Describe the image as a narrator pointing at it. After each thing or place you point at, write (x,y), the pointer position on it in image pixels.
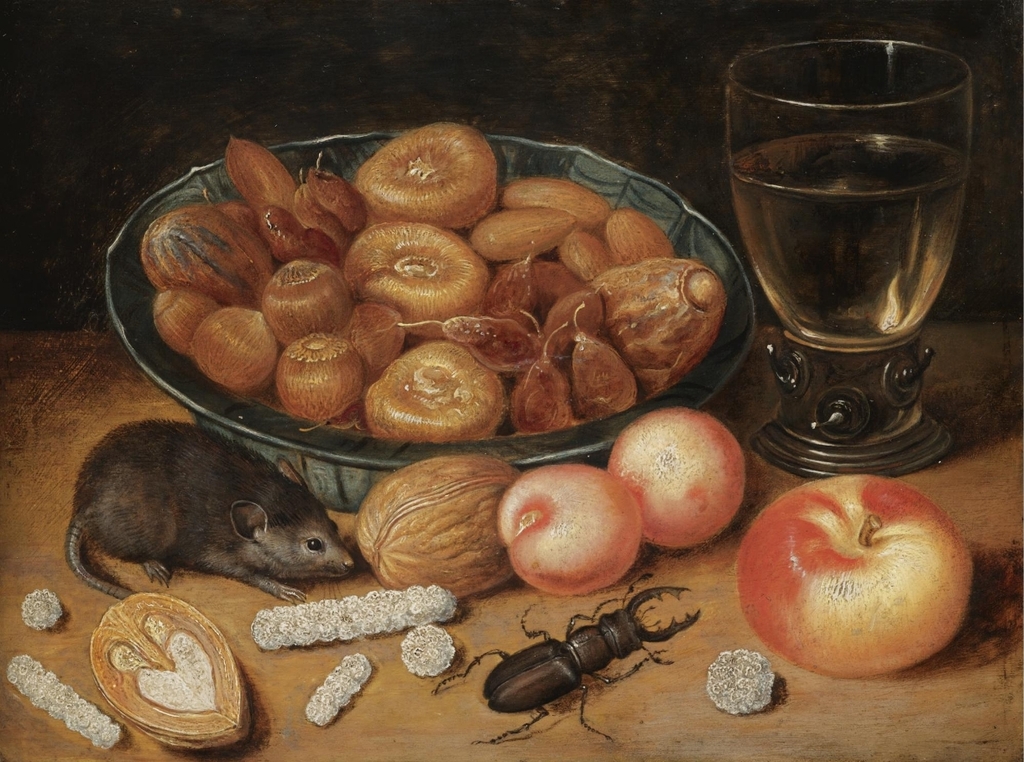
In the center of the image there is a platform (672,617). On the platform (672,617), we can see a bowl (656,403), glass (892,225), insect (545,710), mouse (251,570) and some food items (580,521). And we can see the dark background (900,1).
